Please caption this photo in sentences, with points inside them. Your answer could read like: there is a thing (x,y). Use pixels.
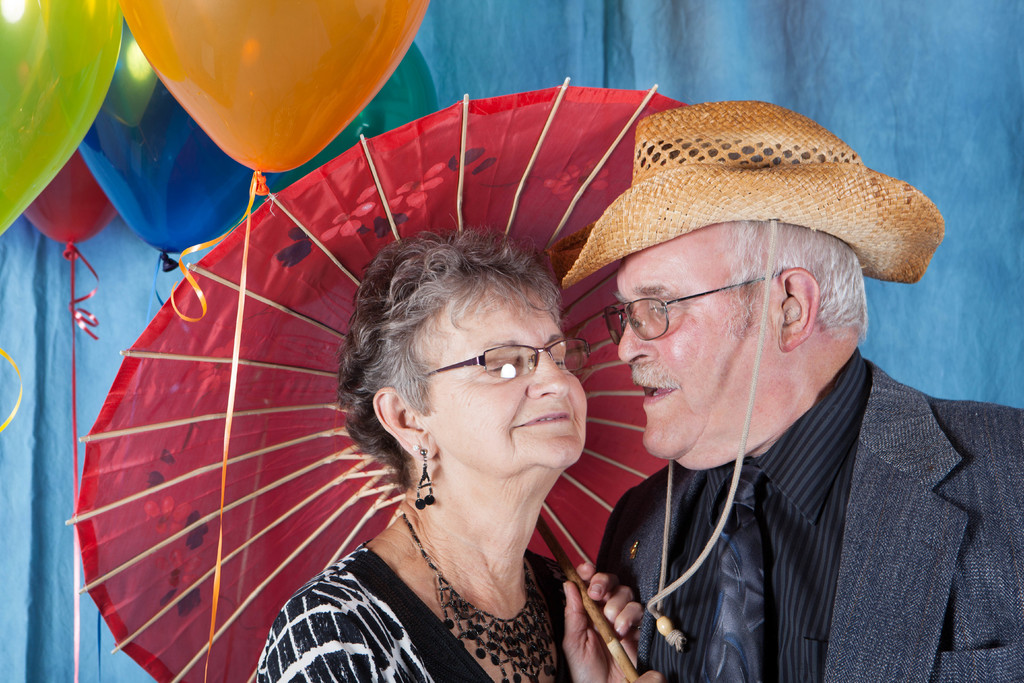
In this image, I can see a man (740,584) and a woman (518,525) smiling. On the left side of the image (255,122), there are colorful balloons (84,139) and I can see a woman (497,629) holding an asian umbrella (598,417). There is a blue background (469,62).
